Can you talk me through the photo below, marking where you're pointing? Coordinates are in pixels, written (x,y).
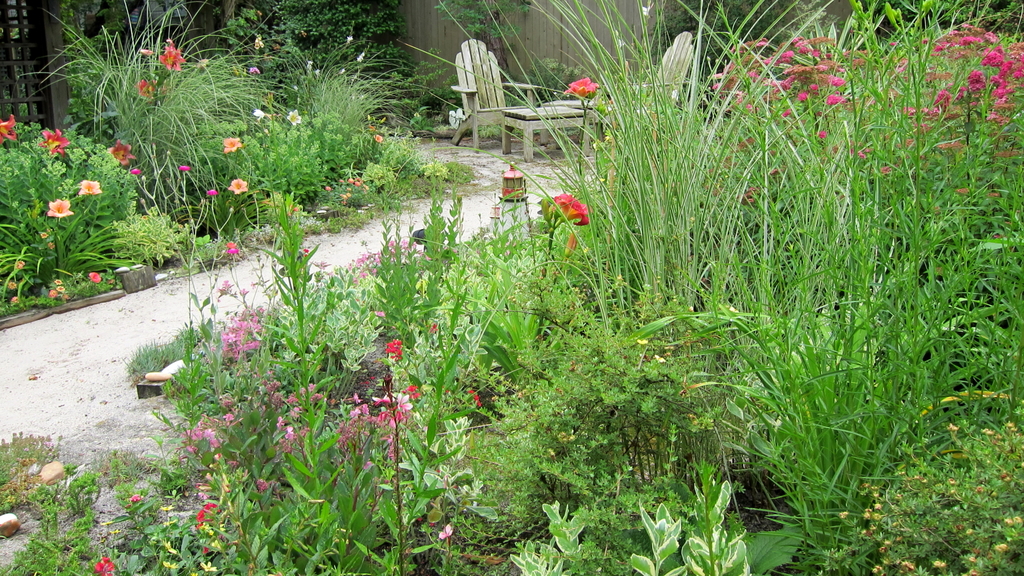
In this image I can see a garden (391,58) in the garden (656,154) I can see plants (436,209) and flowers (394,245) and grass (770,160) and table (527,124) and chairs (499,97) visible in the middle of the garden (470,145).
